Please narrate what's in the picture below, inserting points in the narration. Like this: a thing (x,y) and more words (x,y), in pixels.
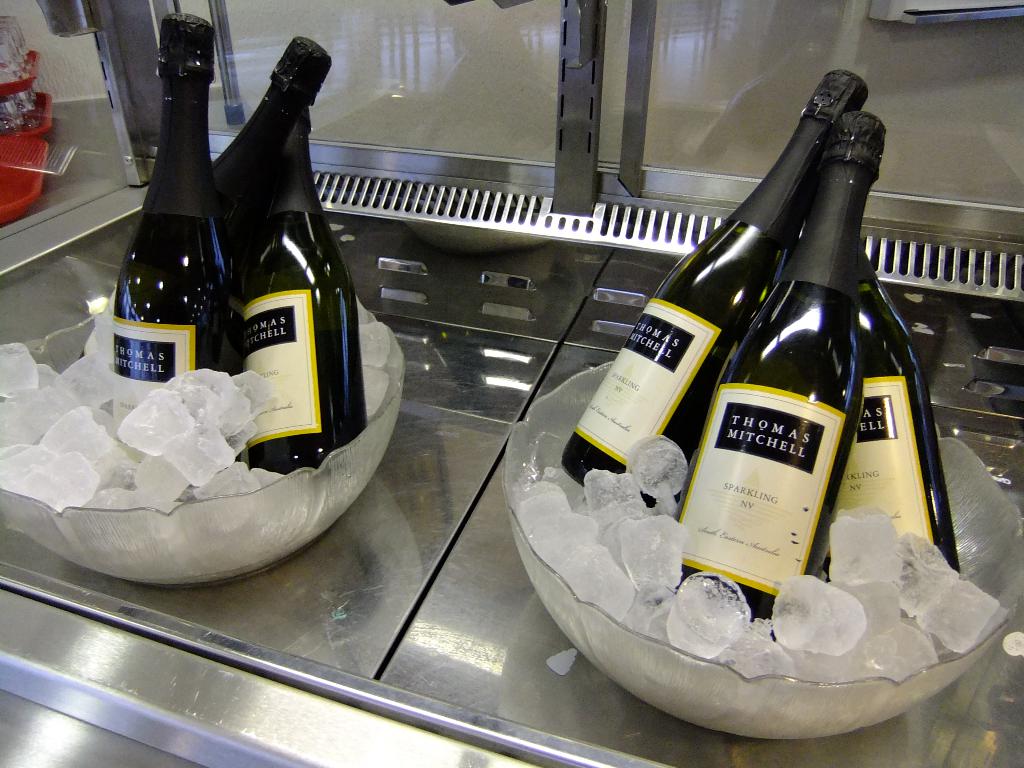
In this image I can see two bowls (233,537) with ice cubes (593,540) and black color bottles (768,363). On the left side of the image (24,197) there are some red color trays (30,185).
